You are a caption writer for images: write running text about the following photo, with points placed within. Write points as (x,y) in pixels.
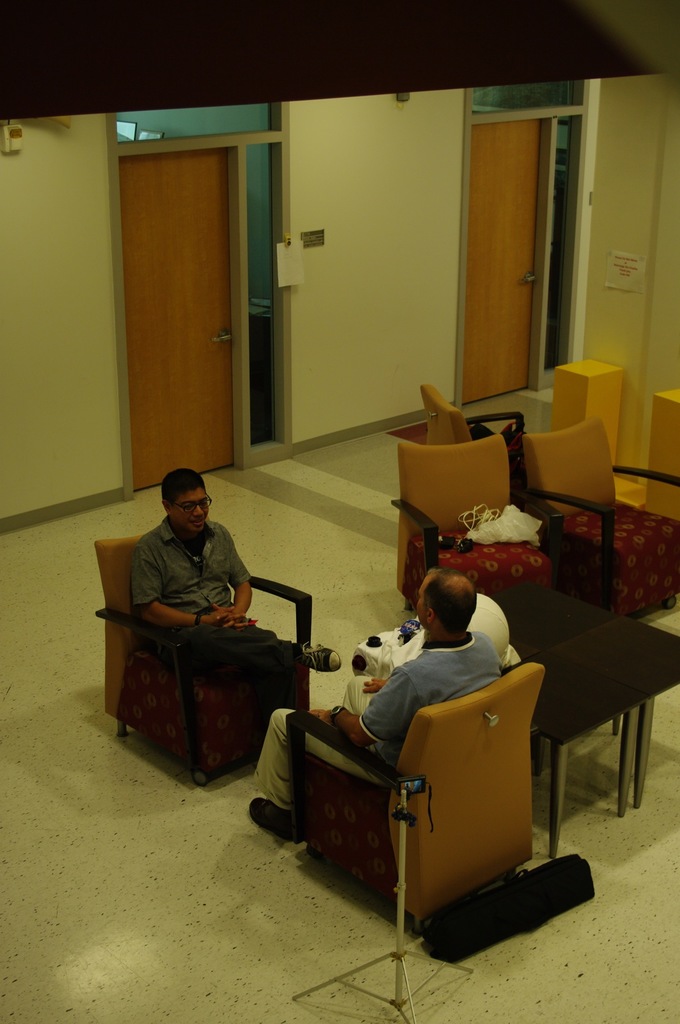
In this image we can see two persons (263,653) are sitting on the chairs (445,711). There is a video camera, table (608,652) and a door (207,325).
